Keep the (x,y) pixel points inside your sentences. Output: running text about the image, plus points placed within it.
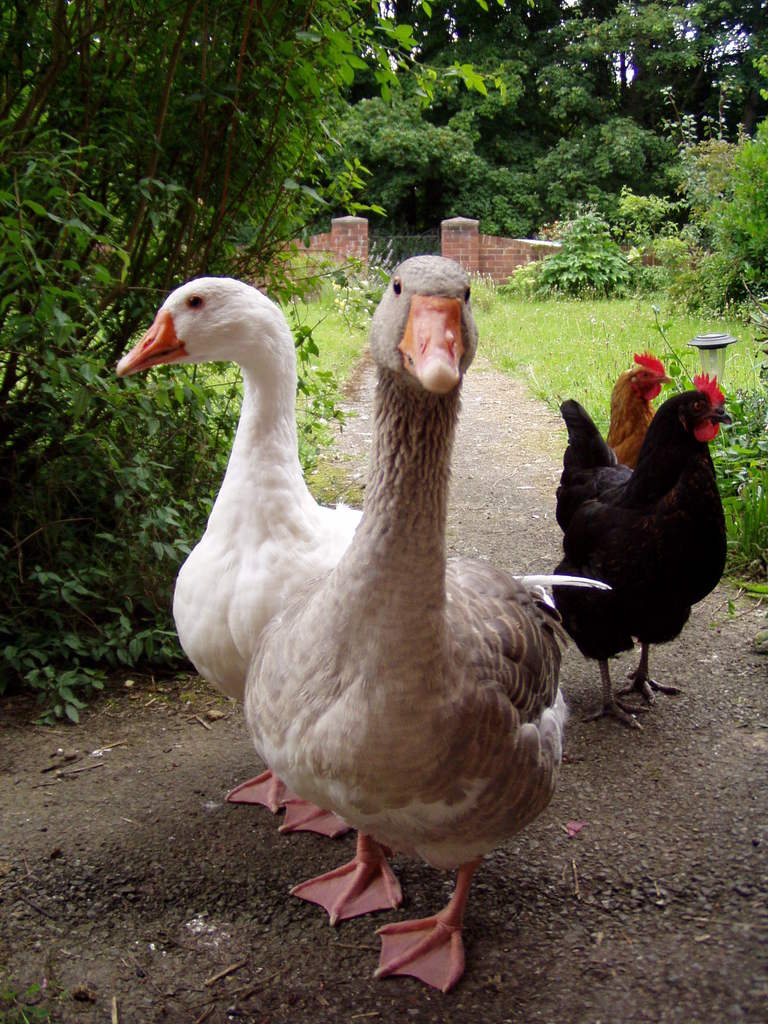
As we can see in the image there are hens (600,656), geese (402,499), grass (512,310), wall (453,247), plants (142,386) and trees (321,105).
